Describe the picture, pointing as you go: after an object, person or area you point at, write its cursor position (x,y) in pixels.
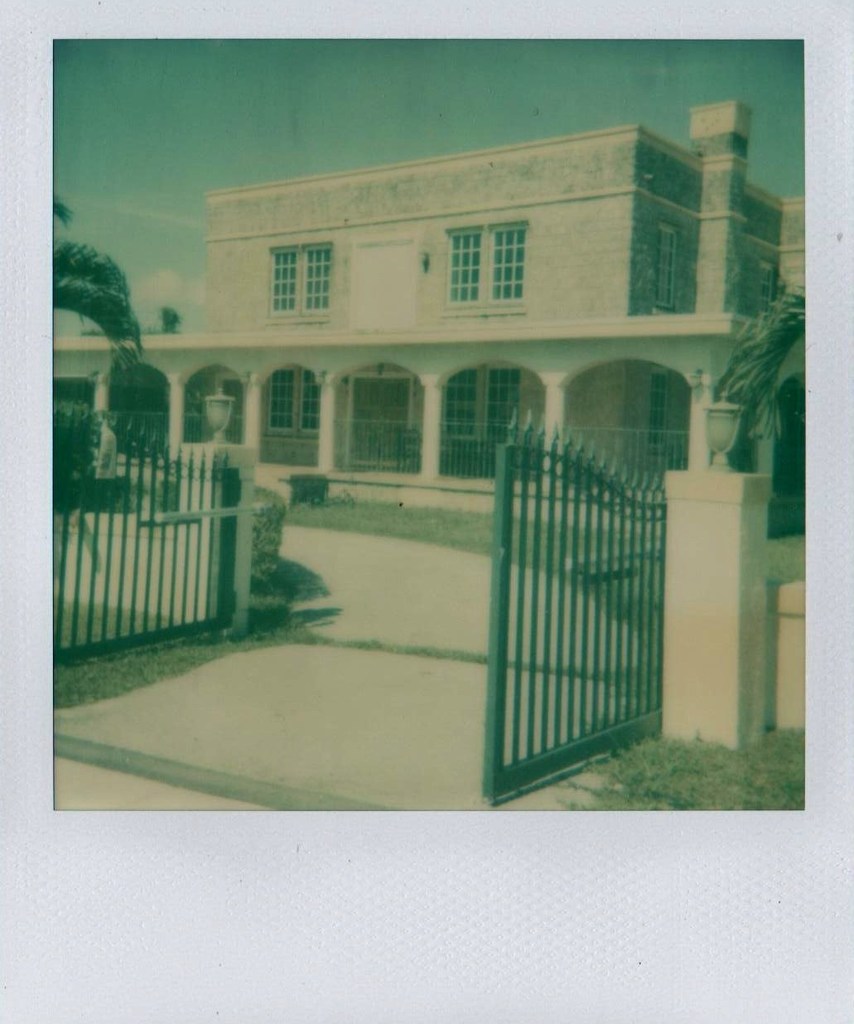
This is an edited image, in this image in the center (502,514) there is one building (719,356), gate (552,533) and some plants (269,574) and trees (95,307). At the top (223,123) there is sky (398,125).
